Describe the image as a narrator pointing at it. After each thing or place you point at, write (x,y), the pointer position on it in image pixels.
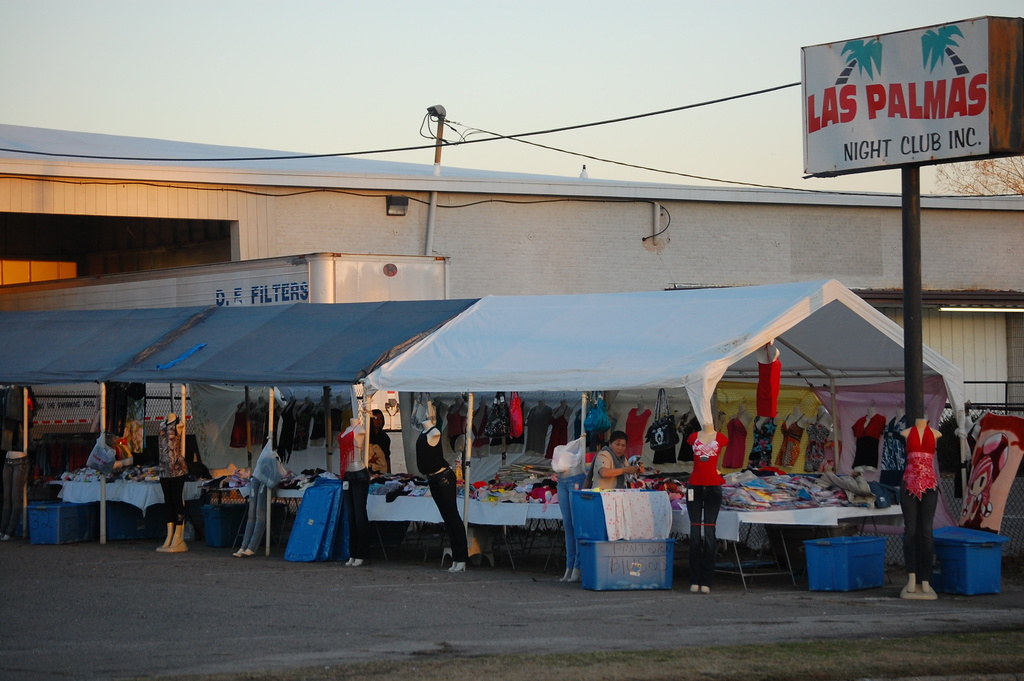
In the picture I can see people (373,413) and mannequin (265,524). I can also see building (480,280), stalls (606,392), clothes (378,483) and a board (923,156) with something written on it. In the background (768,116) I can see a tree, wires (494,140) and the sky (431,62).
